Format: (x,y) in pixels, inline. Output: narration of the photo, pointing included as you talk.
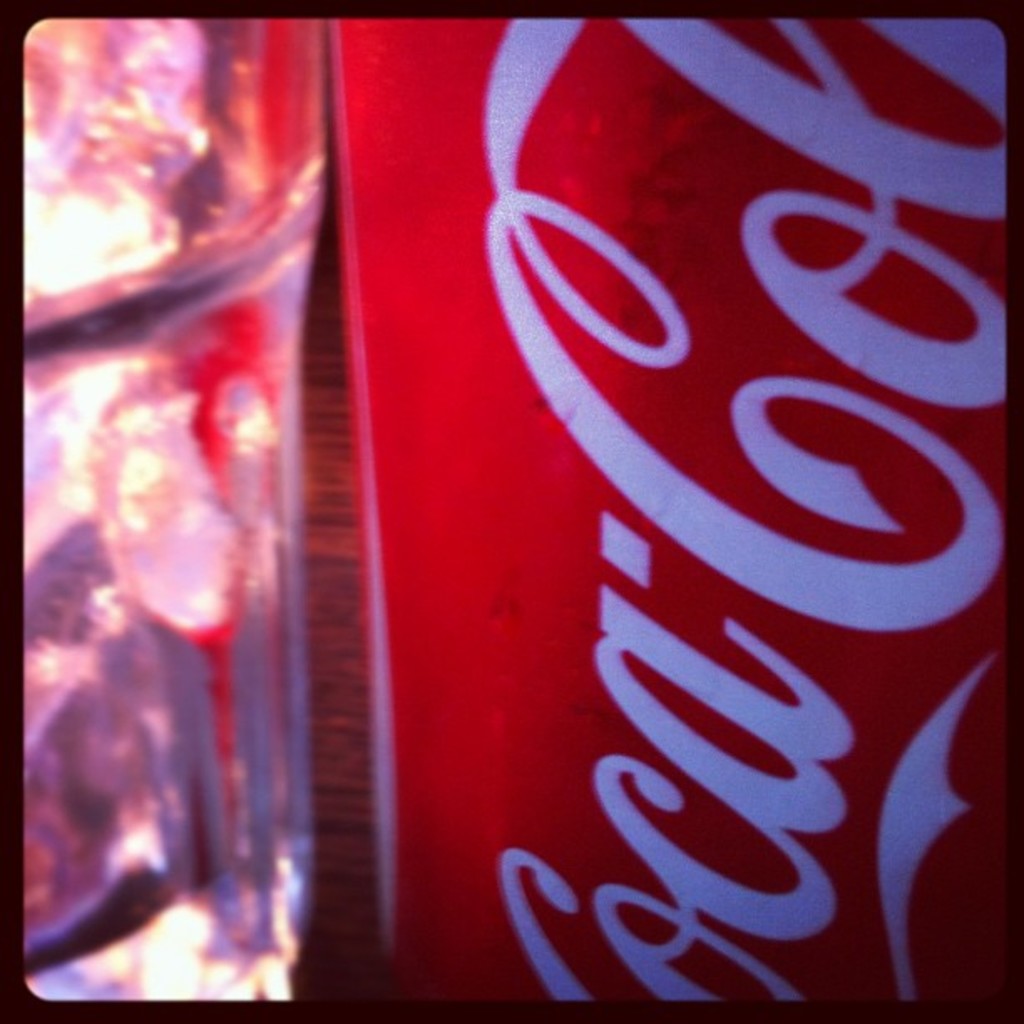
This picture is an edited picture. In this image there is a glass (177,78) and there is a label (649,323) and there is a text (704,925) on the label (844,345). At the bottom (318,729) there is a wooden floor (333,383).
